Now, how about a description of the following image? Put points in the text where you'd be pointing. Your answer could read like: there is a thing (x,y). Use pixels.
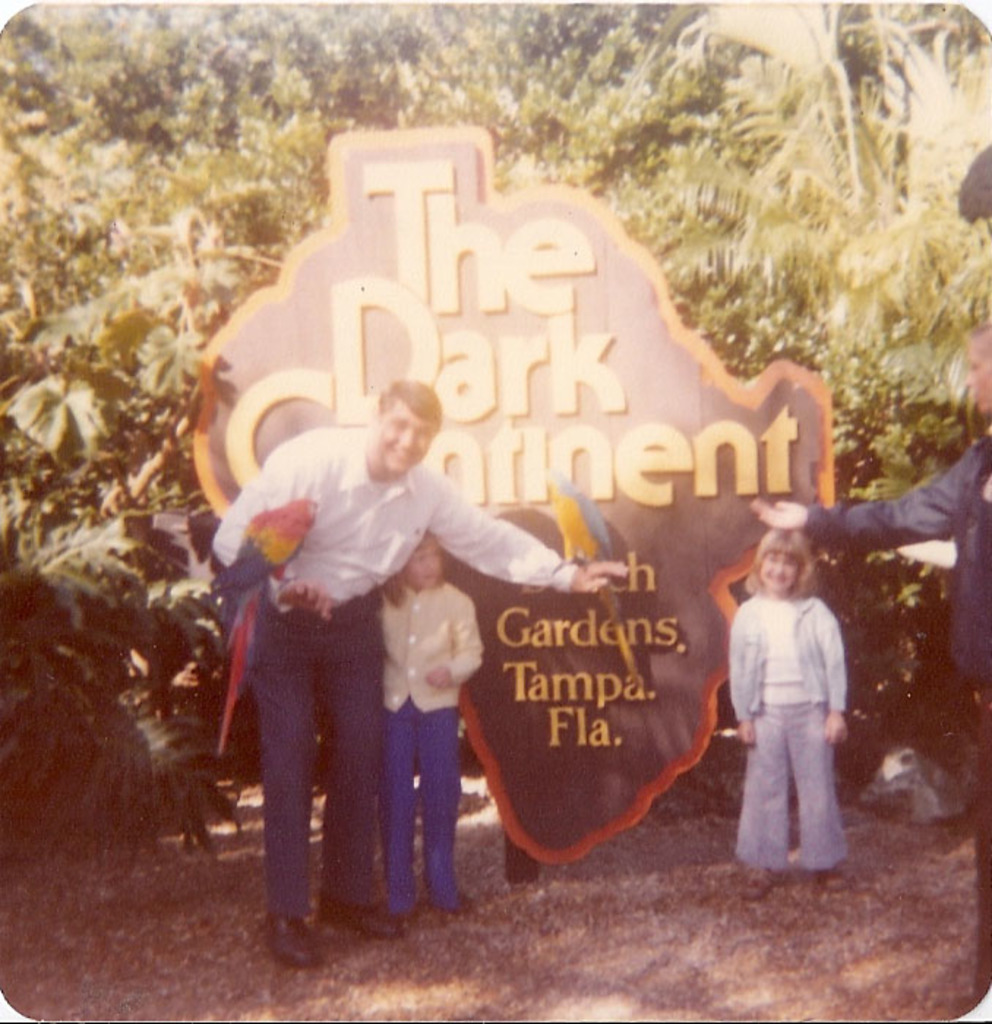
In this image there are kids (765,707) and two persons (315,541) standing on a land (395,955), on one man (314,595) hands (318,613) there are parrots (270,557), in the background (209,406) there is a board (675,325) on that board (511,370) there is some text (622,489) and there are trees (794,212).
